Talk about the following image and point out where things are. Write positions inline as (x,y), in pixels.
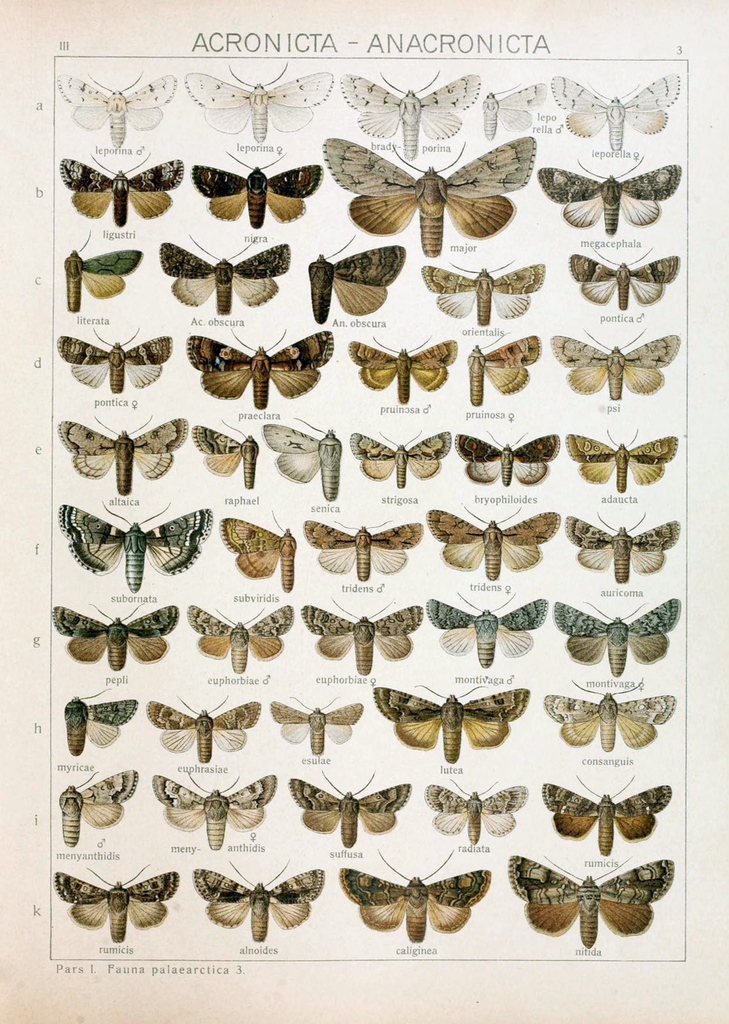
In this image there is a paper (183,136). Something is written on the paper (26,590). We can see images (585,291) of butterflies (114,127) on the paper (698,549).
